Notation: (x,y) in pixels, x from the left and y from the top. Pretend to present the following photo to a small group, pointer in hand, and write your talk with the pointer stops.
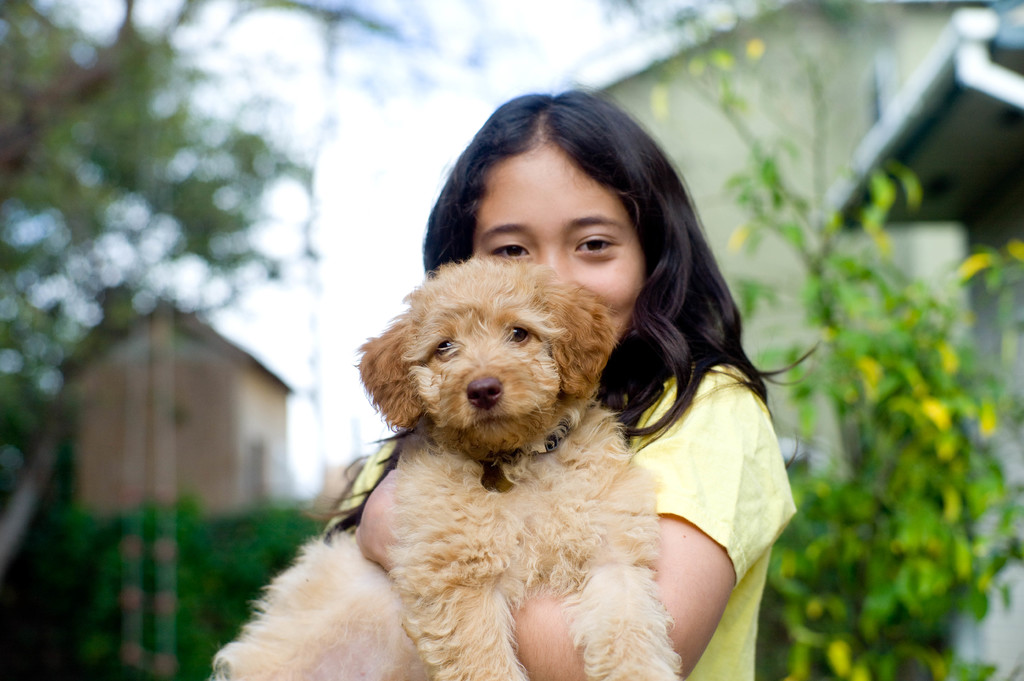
In this image there is a girl (669,480). She is wearing a yellow dress (685,491). She is holding a dog (450,541) in her hand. In the background (818,102) there is a building (845,144), trees (224,206) and the sky (390,194).
